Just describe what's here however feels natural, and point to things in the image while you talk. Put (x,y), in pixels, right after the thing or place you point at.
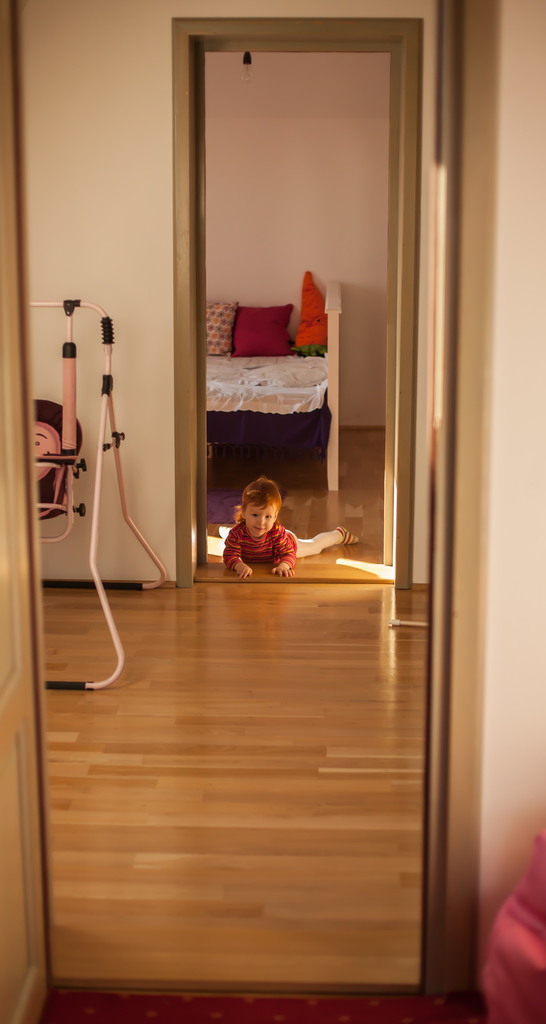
This picture consists of a room (340,70) where there is a baby (262,553) at the center of the room (350,456) lying on the floor (295,510) and there is a bed (266,427) at the center of the image (272,423), there are pillows (310,339) on the bed (339,310).
